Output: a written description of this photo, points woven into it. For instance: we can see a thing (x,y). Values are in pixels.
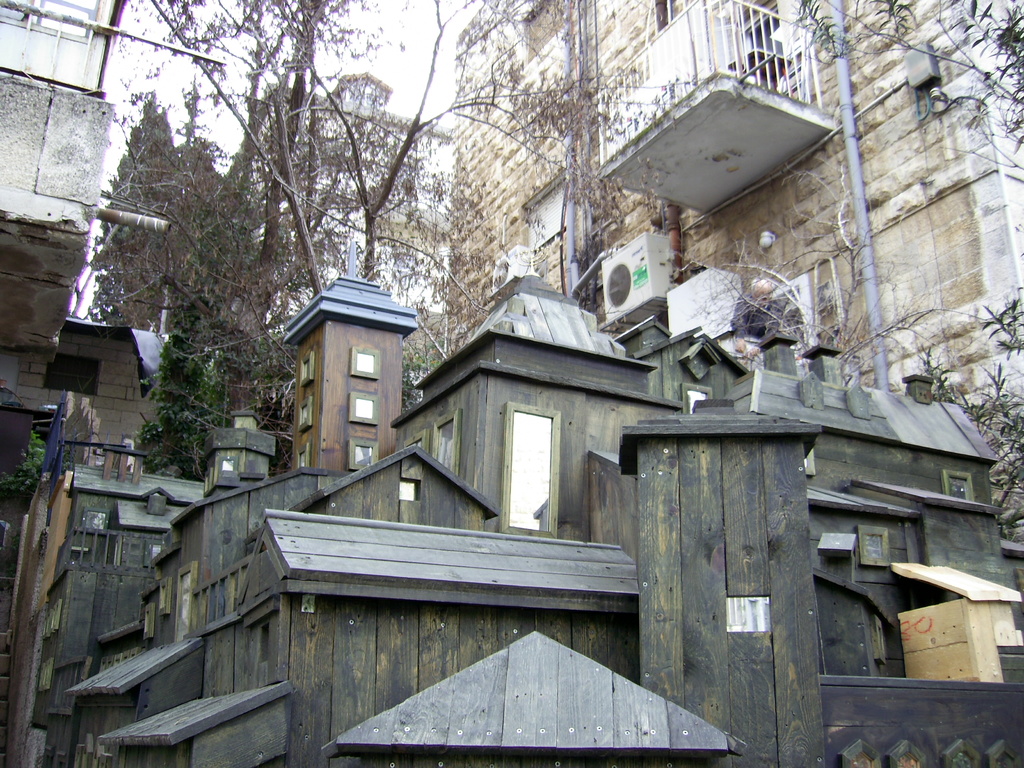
In the center of the image (526,415) there is a wooden house (505,662). In the background of the image (616,125) there are buildings (21,94), trees (358,187).
